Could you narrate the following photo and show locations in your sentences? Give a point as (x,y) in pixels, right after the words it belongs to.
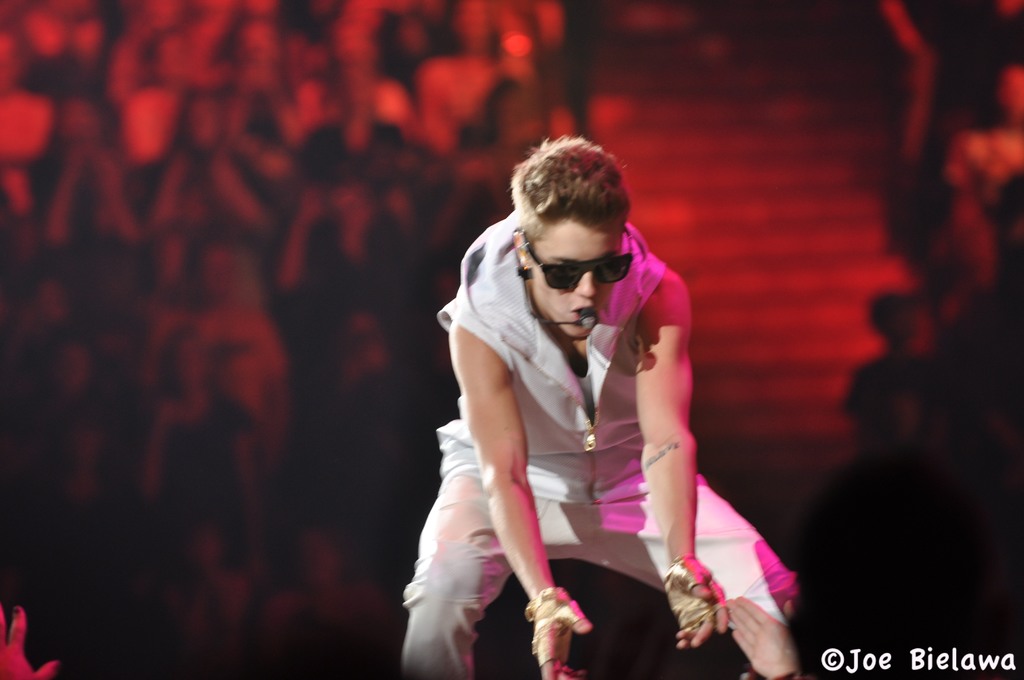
In this image we can see a group of people (269,287) behind a person (702,584). There are staircases (758,230) in the image. A person (521,488) is speaking into a microphone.
